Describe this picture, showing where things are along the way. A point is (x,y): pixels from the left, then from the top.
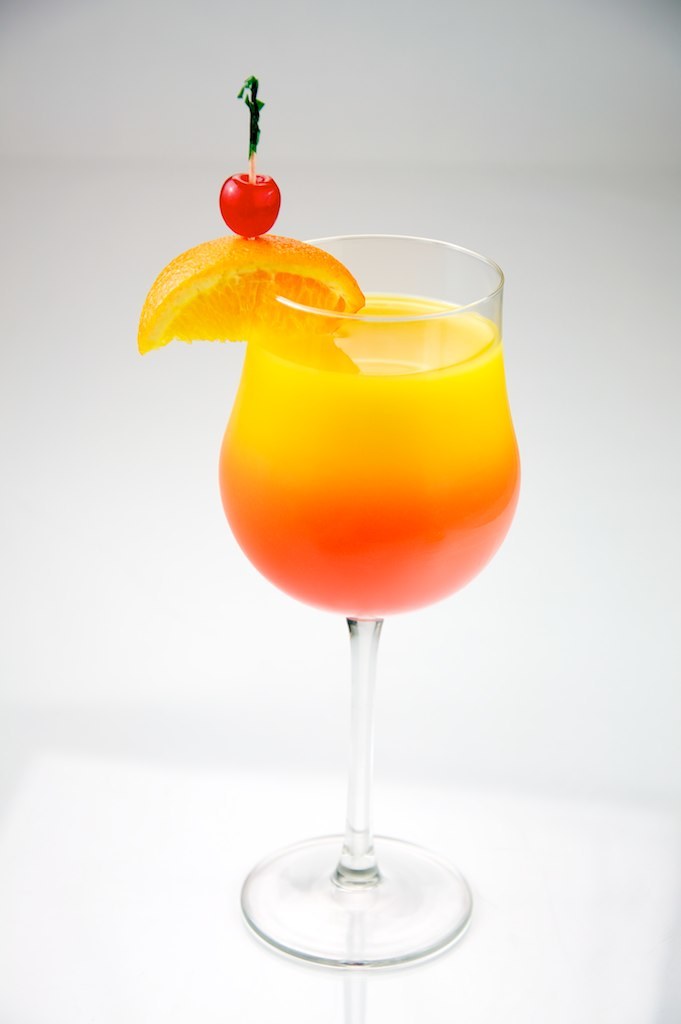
There is a glass (243,428) with yellow and orange drink (329,499). On the glass (308,319) there is a piece of orange (274,284) and cherry (263,211). In the back (145,528) it is white.
